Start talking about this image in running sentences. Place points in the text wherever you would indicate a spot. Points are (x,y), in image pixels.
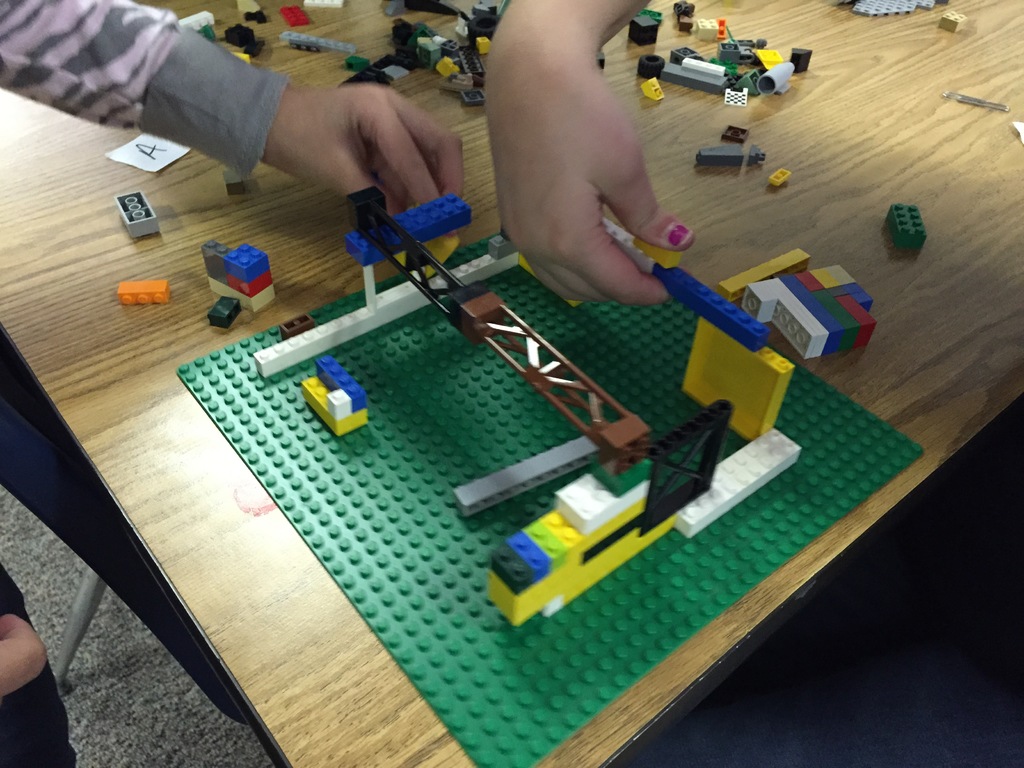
In the foreground of this image (19,204), we can see hands (608,181) of two persons (568,103) building the building blocks (492,588) on a wooden surface (340,643) and we can also see few pieces (469,48) of building blocks (722,77) on the table (911,259).
